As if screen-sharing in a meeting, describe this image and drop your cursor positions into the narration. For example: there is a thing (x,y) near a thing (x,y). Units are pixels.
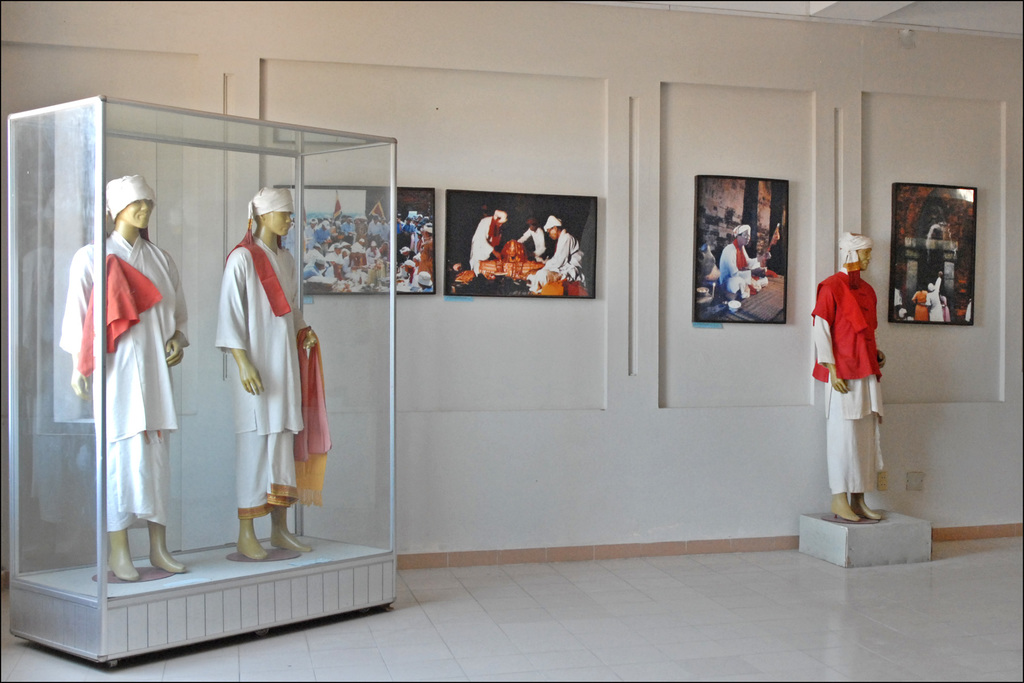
This picture shows few photo frames (500,277) on the wall (442,189) and we see couple of mannequins (270,306) in the glass box (29,135) and a mannequin (820,330) outside.
